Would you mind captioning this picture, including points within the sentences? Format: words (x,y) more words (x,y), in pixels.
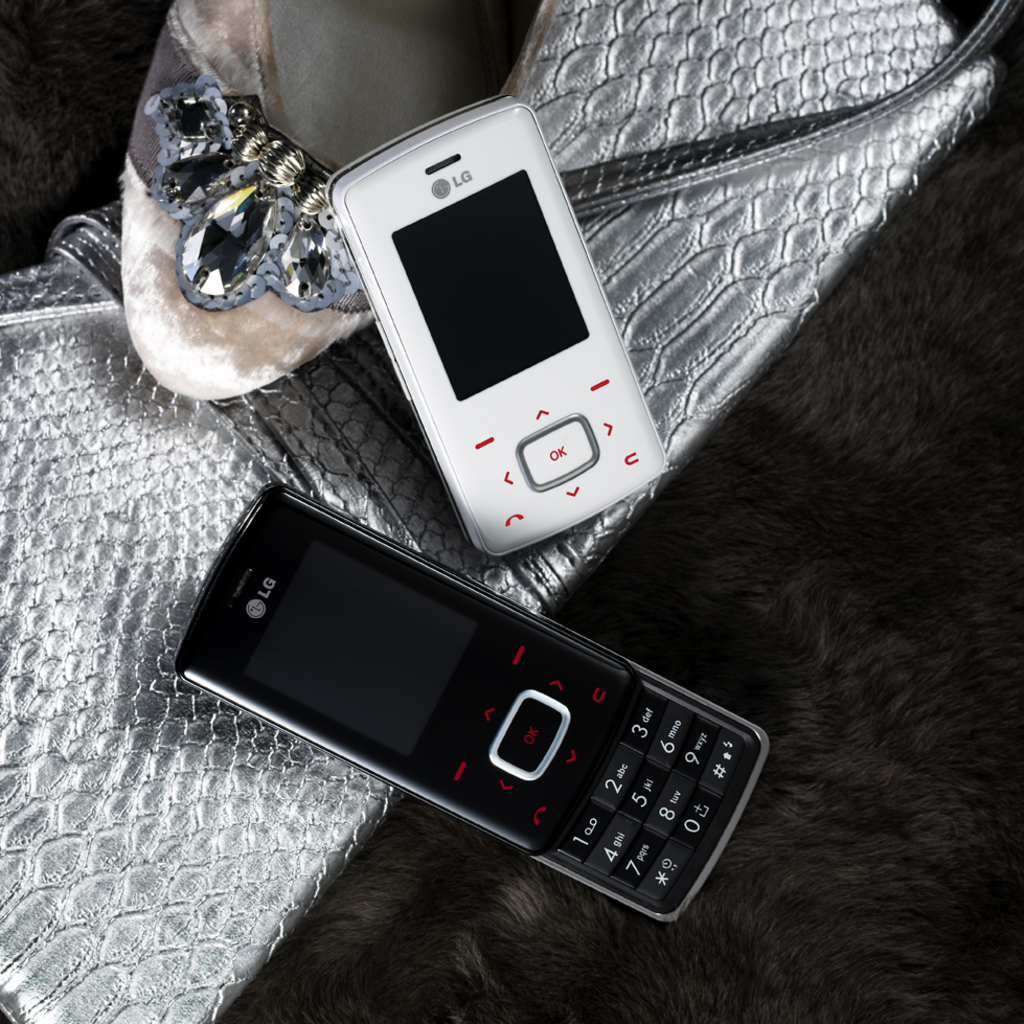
In the picture I can see two mobile phones (627,488), a handbag (610,261) and a footwear (435,101).
